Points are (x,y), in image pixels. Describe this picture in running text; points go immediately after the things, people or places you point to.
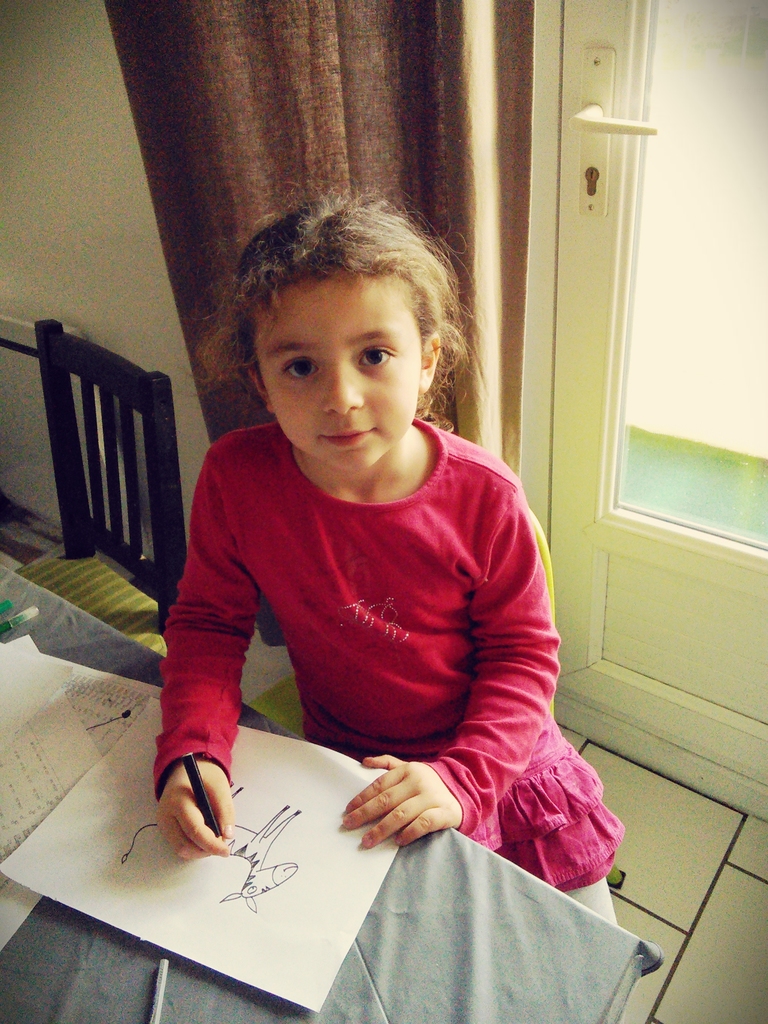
In this image there is a girl (376,509) sitting in the chair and drawing the picture (287,870) on the paper (253,862). In front of her there is a table (356,988) on which there are papers (73,703). In the background (297,113) there is a curtain (374,65) beside the door (655,154).
